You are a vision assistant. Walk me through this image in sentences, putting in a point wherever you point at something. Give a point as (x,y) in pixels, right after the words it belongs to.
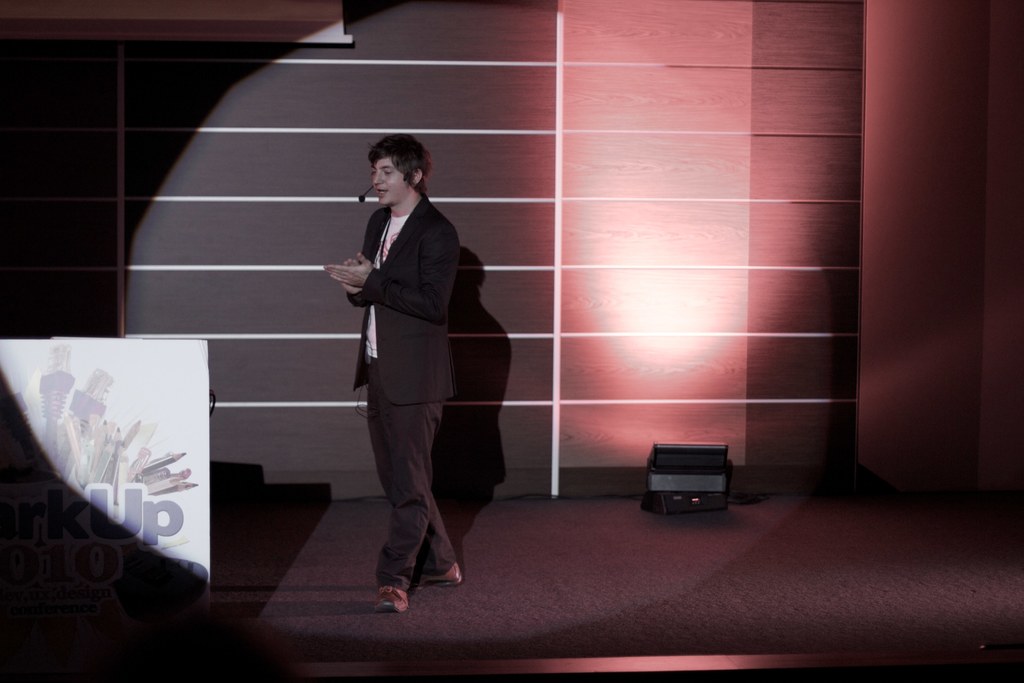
In the image we can see a man (372,337) standing, wearing clothes (374,371) and shoes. These are the microphones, poster (157,407), light (704,276), a floor (585,510) and a wall (533,484).
